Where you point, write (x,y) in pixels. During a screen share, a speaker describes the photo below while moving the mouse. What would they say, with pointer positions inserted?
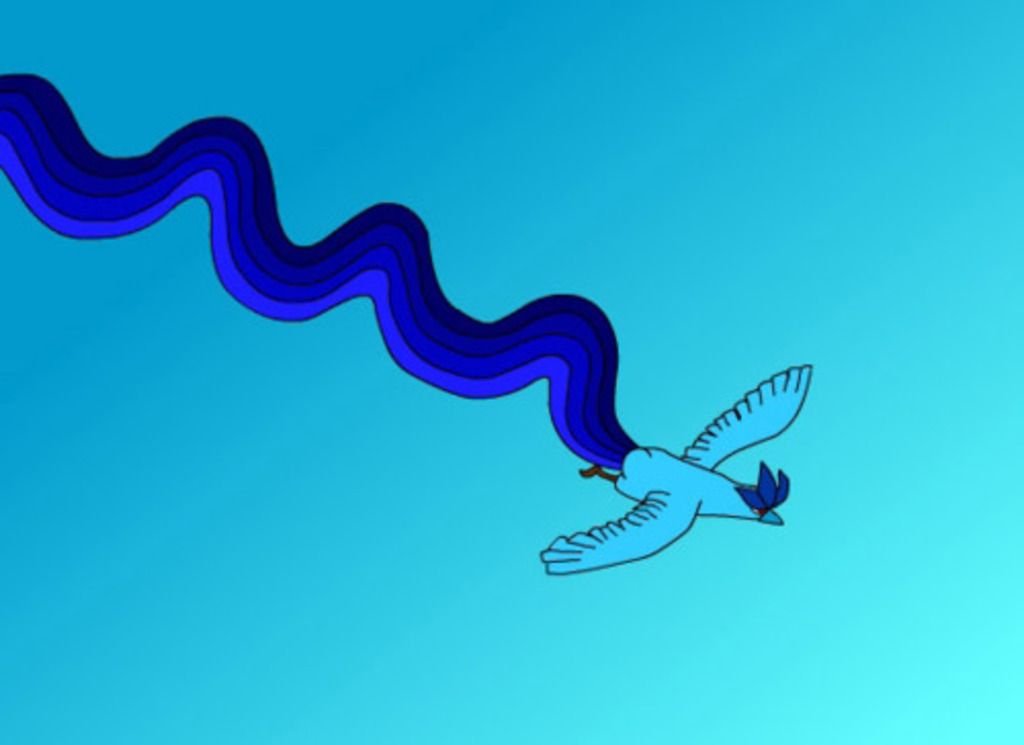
In this image we can see a bird (354,278) flying in the sky (826,400) with a blue tail (443,319).
